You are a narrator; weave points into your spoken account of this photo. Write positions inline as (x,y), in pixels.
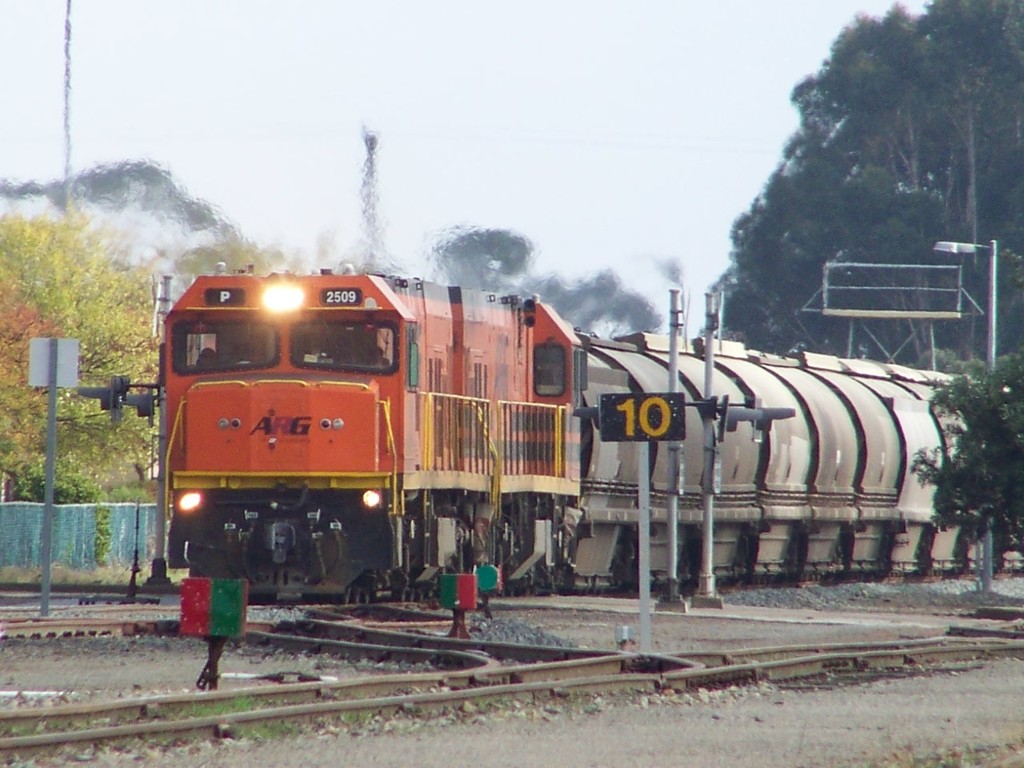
In this picture we can see the sky (615,159), trees (77,225), train (285,433), lights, poles (990,546), boards (608,400), train tracks (65,629), wall (32,562), stones (1011,578) and few objects (866,311).
